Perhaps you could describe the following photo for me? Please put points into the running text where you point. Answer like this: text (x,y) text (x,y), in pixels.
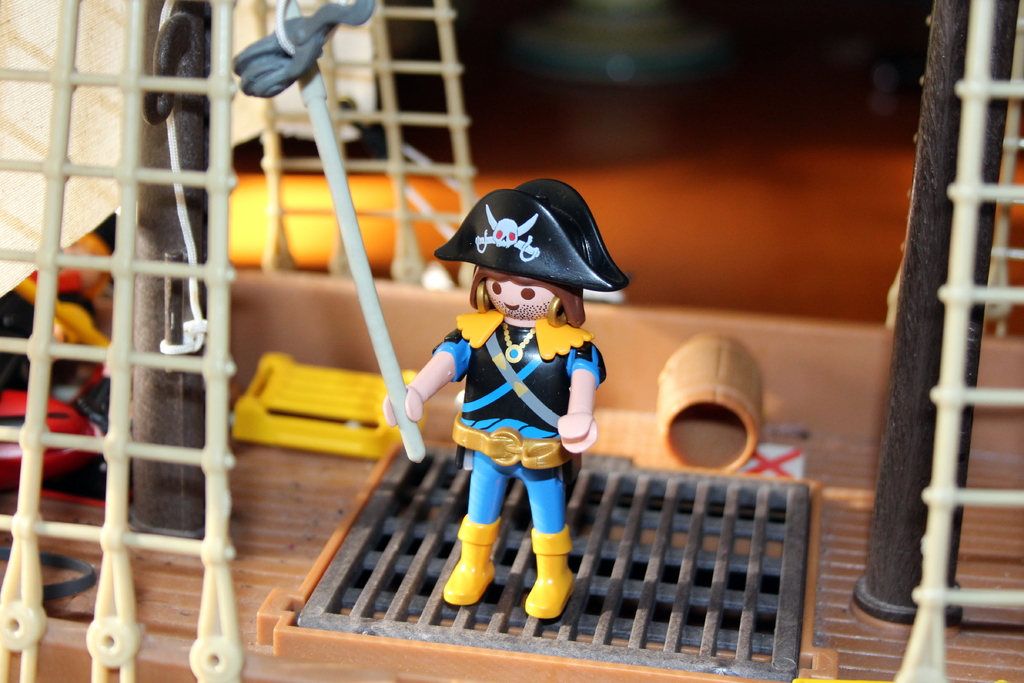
In this image, we can see toys (183,425) and the background of the image (577,51) is blurred.
